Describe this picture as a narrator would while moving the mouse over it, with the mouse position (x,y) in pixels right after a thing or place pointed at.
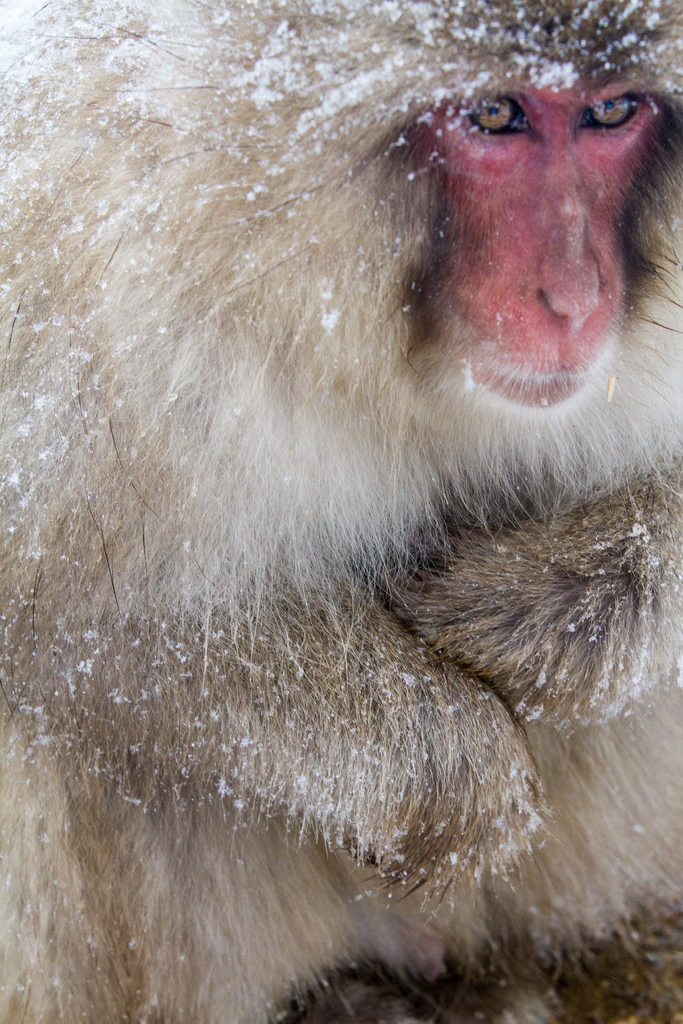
In this image there is a monkey (384,539).
